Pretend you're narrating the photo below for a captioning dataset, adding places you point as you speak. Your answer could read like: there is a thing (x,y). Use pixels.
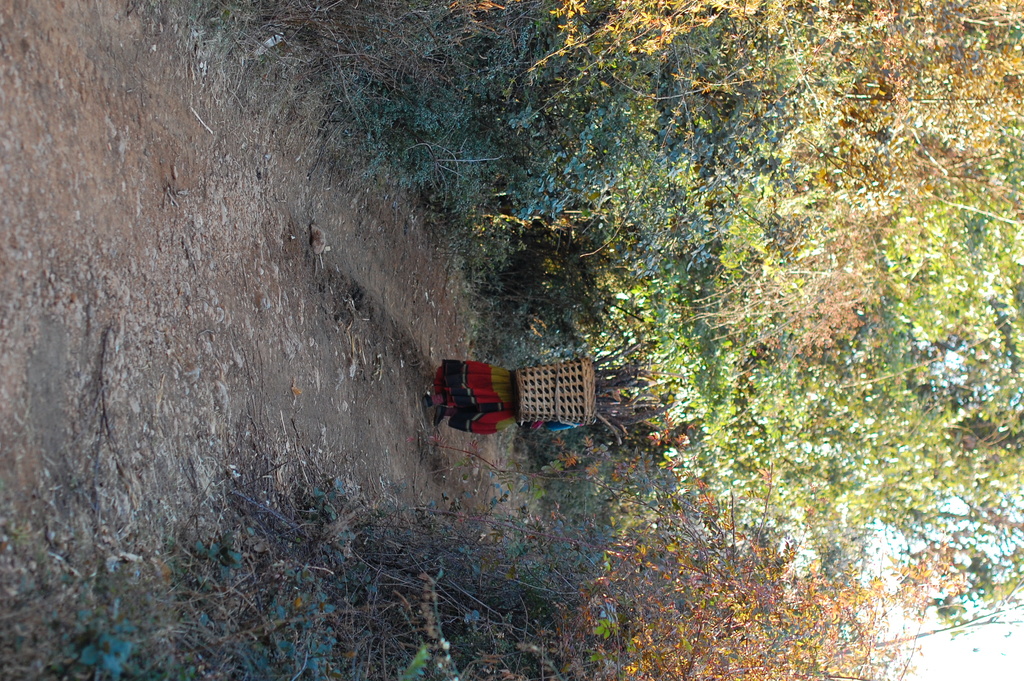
In this picture we can observe a person (465,390) walking in this path (283,352) carrying a basket (550,386) on the shoulders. We can observe trees (660,223) and plants (616,584) on either sides of this path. In the background (922,625) there is a sky (935,617).
